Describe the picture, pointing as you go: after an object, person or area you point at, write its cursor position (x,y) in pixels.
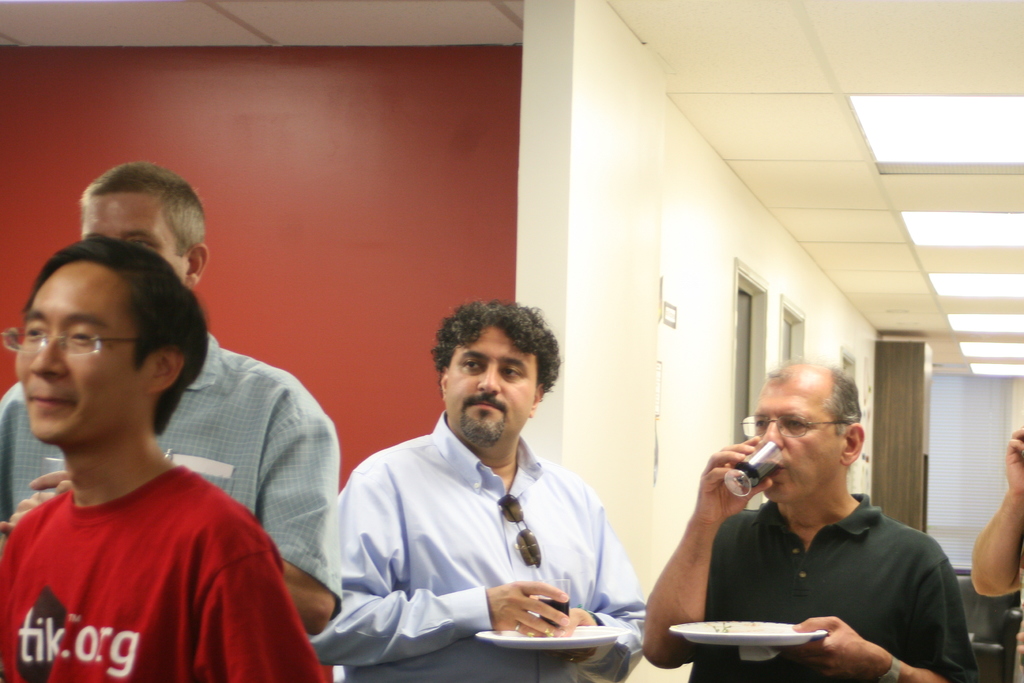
In this image we can see few persons (391,480) and among them few are holding objects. Behind the persons (512,377) we can see the wall (645,389) and doors (886,403). At the top (1000,126) we can see the roof (922,60) and lights (957,235).
